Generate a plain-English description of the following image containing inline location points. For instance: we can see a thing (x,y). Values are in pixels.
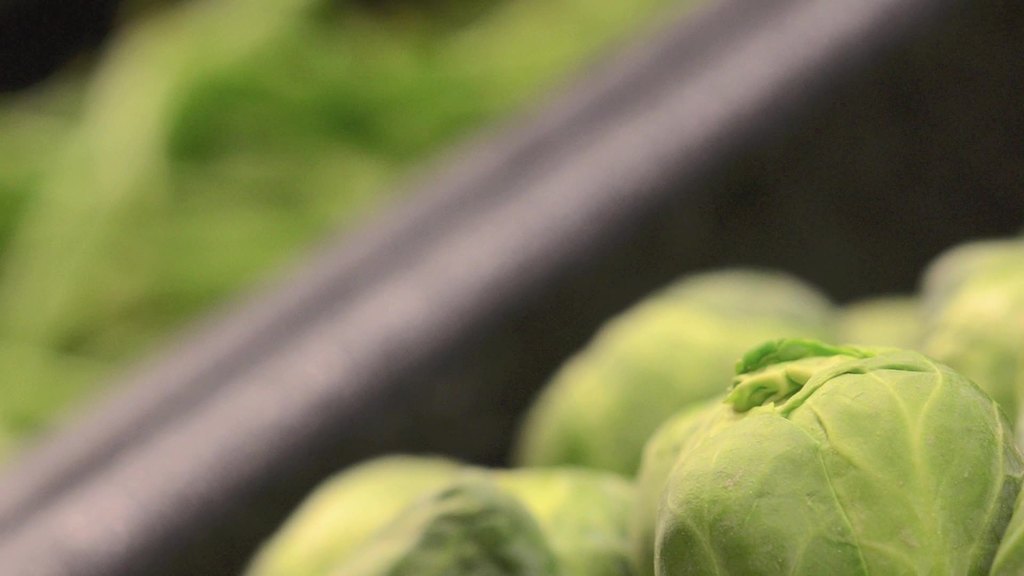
In this image there are cabbages (887,391) in the middle (638,333). There is a black colour pipe (760,78) in between the cabbages (737,362).
